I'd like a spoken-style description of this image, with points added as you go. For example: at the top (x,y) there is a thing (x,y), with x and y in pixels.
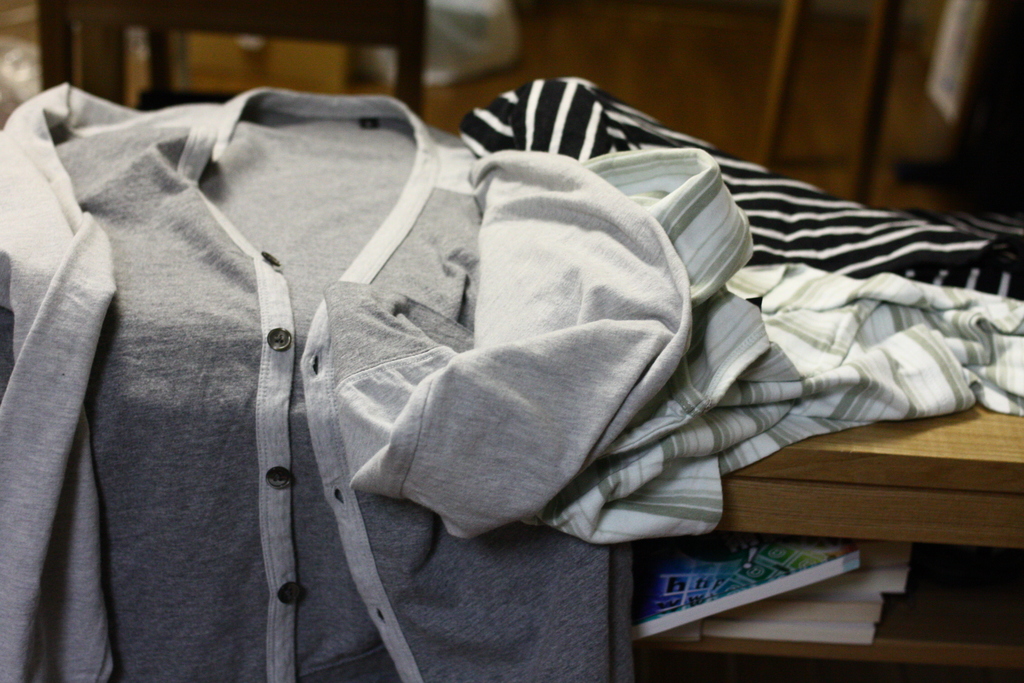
In this image I can see the clothes (490,346) on the brown color surface (899,461). I can also see some books (791,593) inside the brown color shelf (920,621). And there is a blurred background (613,66).
